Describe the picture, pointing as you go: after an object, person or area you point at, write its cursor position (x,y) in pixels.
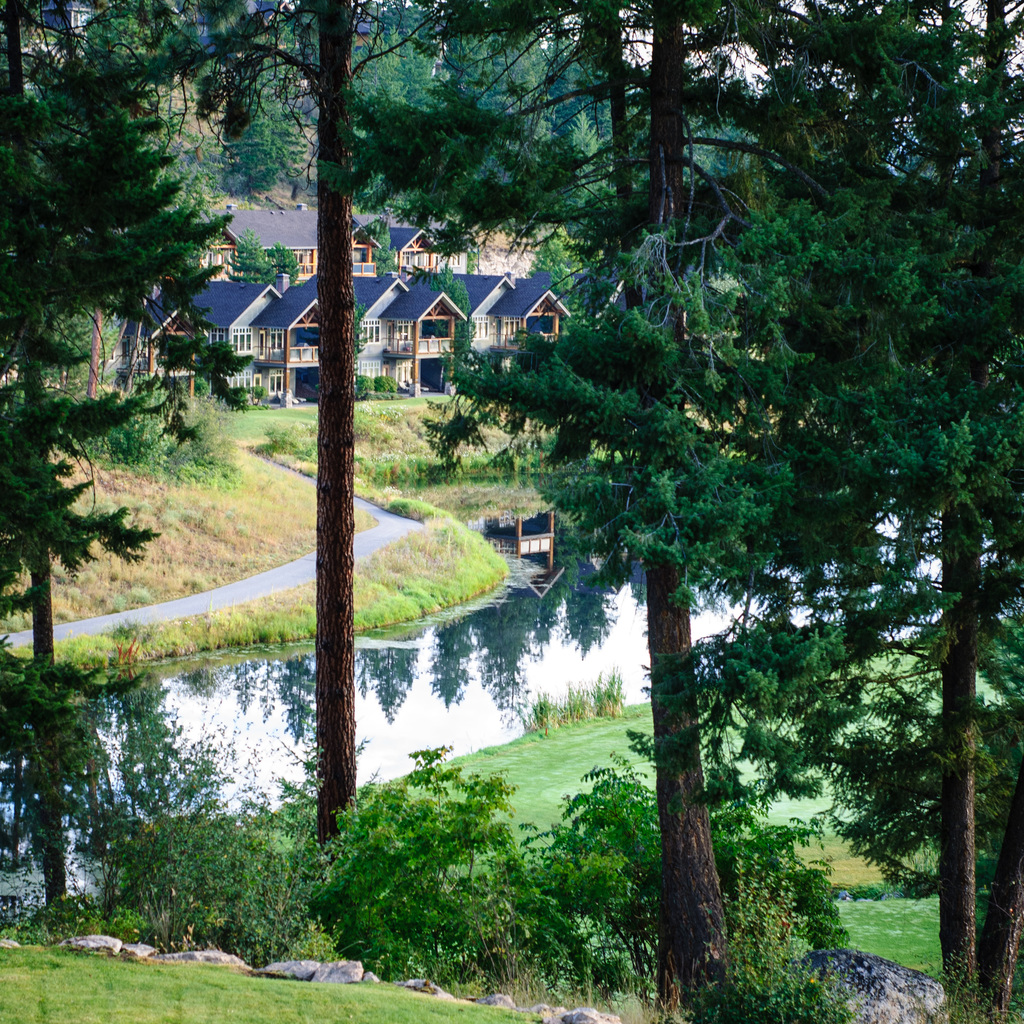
In the image there are few trees (75,187) around a grass surface (529,756) and there is a lake (307,680), behind the lake (421,624) there are many houses (246,330).
